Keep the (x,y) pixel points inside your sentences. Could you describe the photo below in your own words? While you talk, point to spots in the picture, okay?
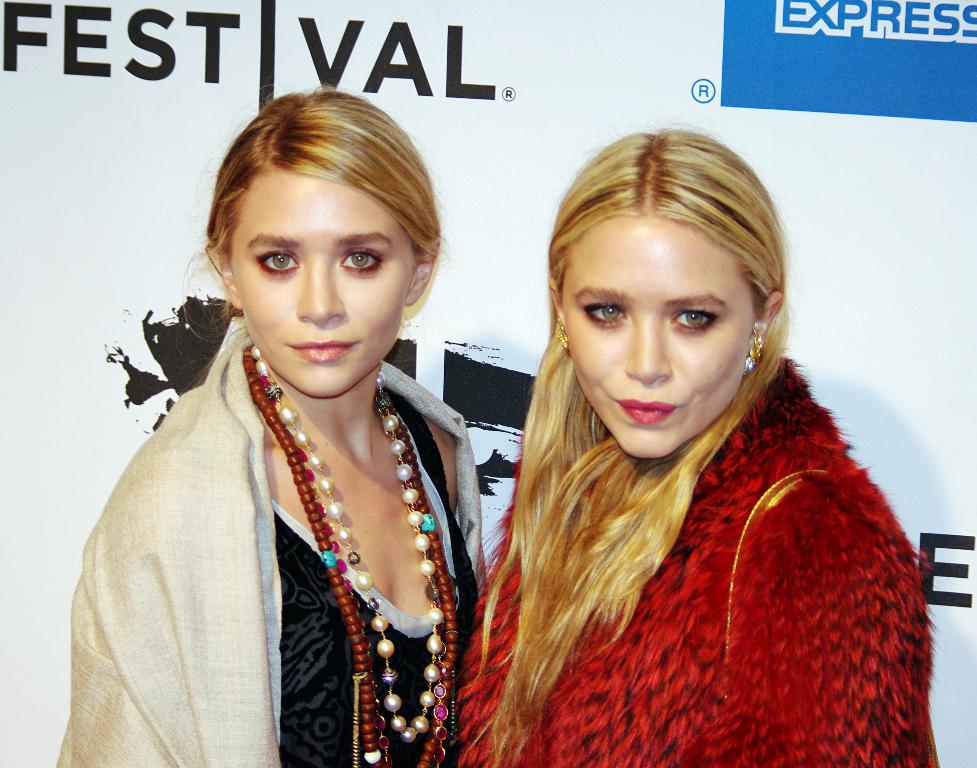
In this image there are two women (350,589) standing, behind them there is a banner (869,304) with some images (491,407) and text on it.
